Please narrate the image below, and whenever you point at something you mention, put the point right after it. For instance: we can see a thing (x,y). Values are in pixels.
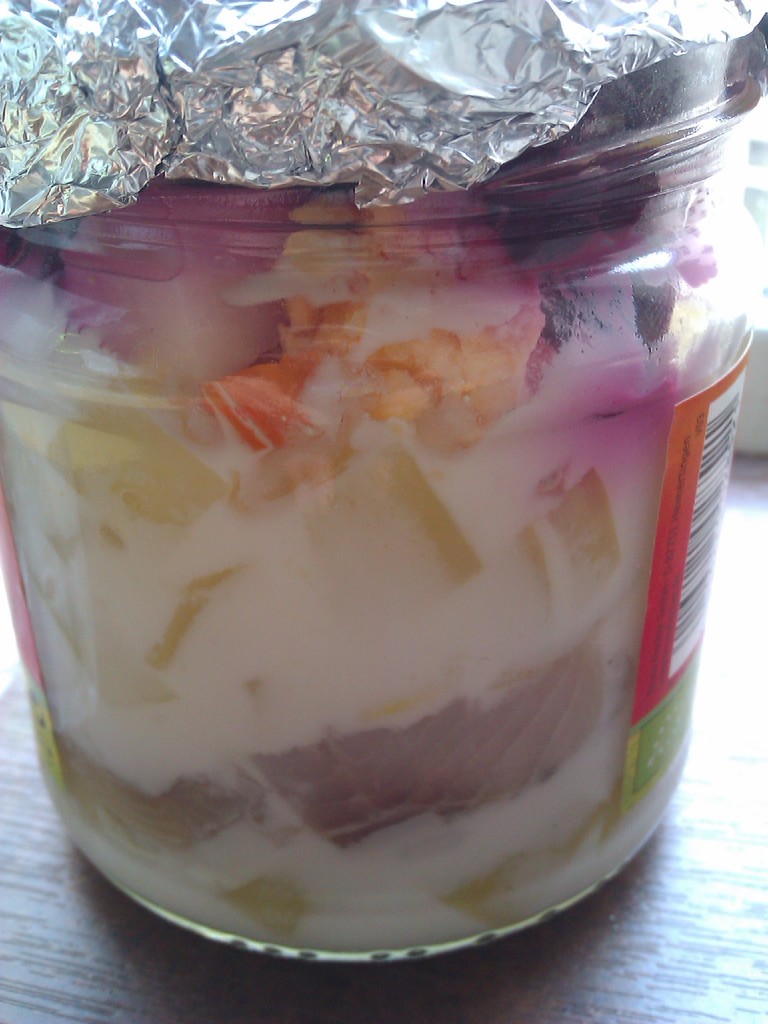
In this picture we can see a jar (281,504) with food (411,354) in it and on this jar (475,230) we can see an aluminium foil (346,55) and this jar (588,538) is placed on a wooden surface (376,968).
